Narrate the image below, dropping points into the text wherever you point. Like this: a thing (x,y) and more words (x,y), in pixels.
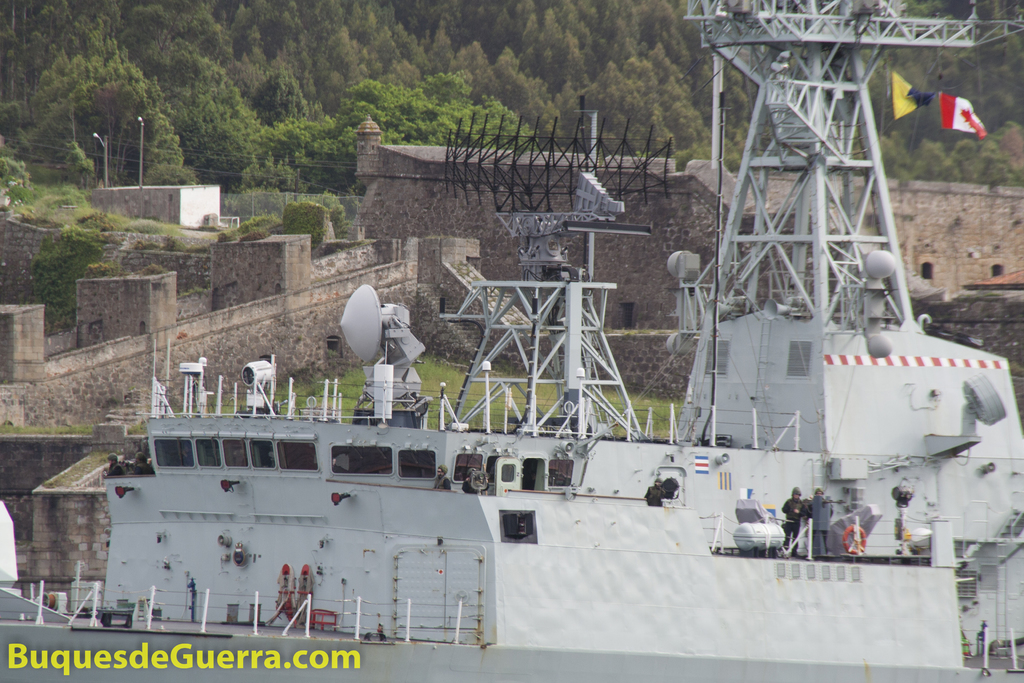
In the image there are towers (794,90) with antennas (508,191), dish antenna (351,330), railing (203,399), flags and glass windows (426,450). And also there are few people (789,507) standing. In the background (28,324) there are walls (171,256), pillars (100,292) and also there are many trees (122,107).
